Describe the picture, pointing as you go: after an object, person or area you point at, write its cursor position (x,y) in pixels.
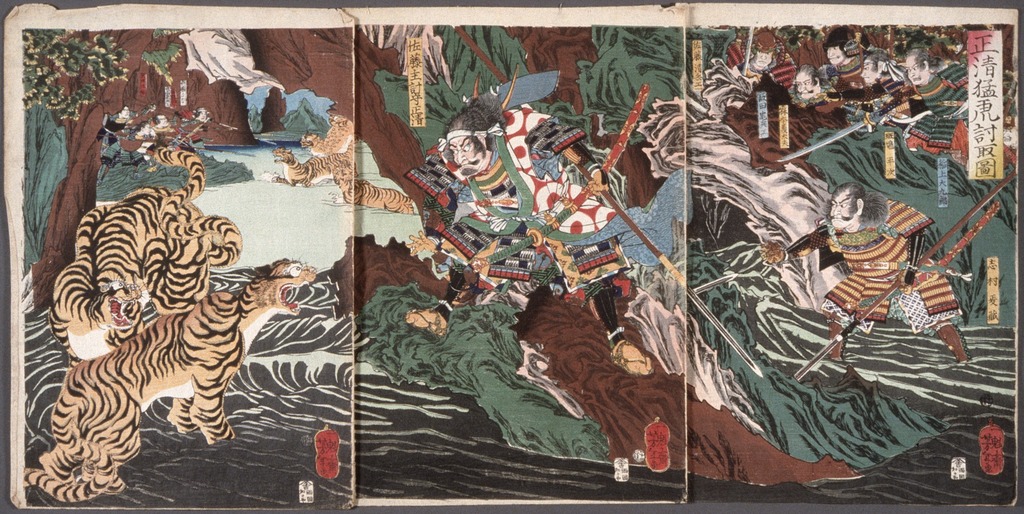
In this image, we can see three papers (389,386) with images (738,382) on the black color object (983,511). In these images (739,395), we can see people (598,230), weapons (516,245), animals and some objects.
